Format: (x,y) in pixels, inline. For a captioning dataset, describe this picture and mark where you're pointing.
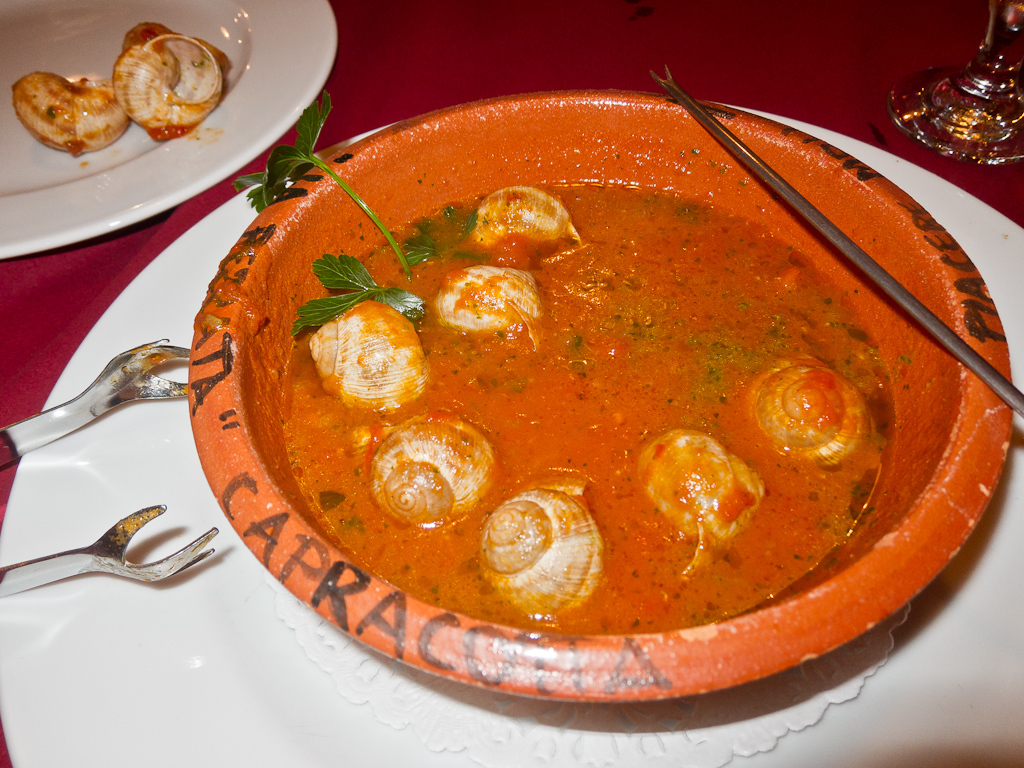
In the center of the image (486,355) there is a food item (585,299) in a bowl (474,379). There is a plate (178,607) on which there are utensils (66,418). There is a red color cloth (427,83) on the table (616,57). There is a glass (976,84). To the top left corner of the image (138,12) there is a plate (20,52) with food item (141,106).
